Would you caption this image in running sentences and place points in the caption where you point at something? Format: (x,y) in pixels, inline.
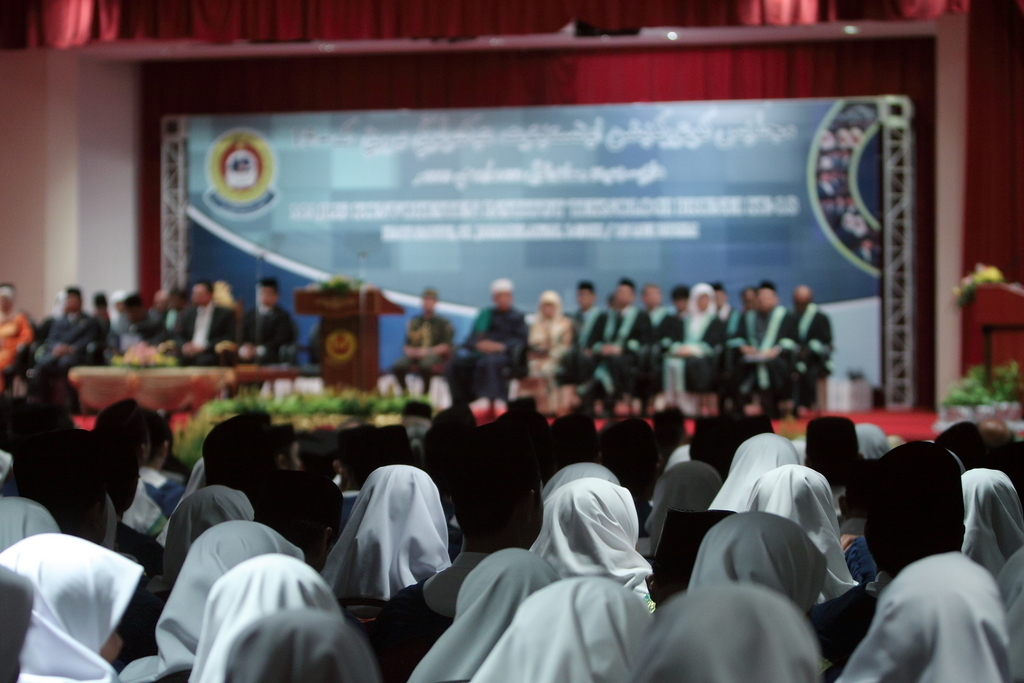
In this image there are persons (536,463) sitting and there is a podium (350,343) and on the top of the podium (338,302) there is a mic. In the background (409,184) there is a board (442,193) with some text (723,209) written on it and there are curtains (558,2) which are red in colour. On the right side (964,381) there are plants (973,390) and flowers (982,275). In the center (385,408) there are small plants (324,414) which are visible.
